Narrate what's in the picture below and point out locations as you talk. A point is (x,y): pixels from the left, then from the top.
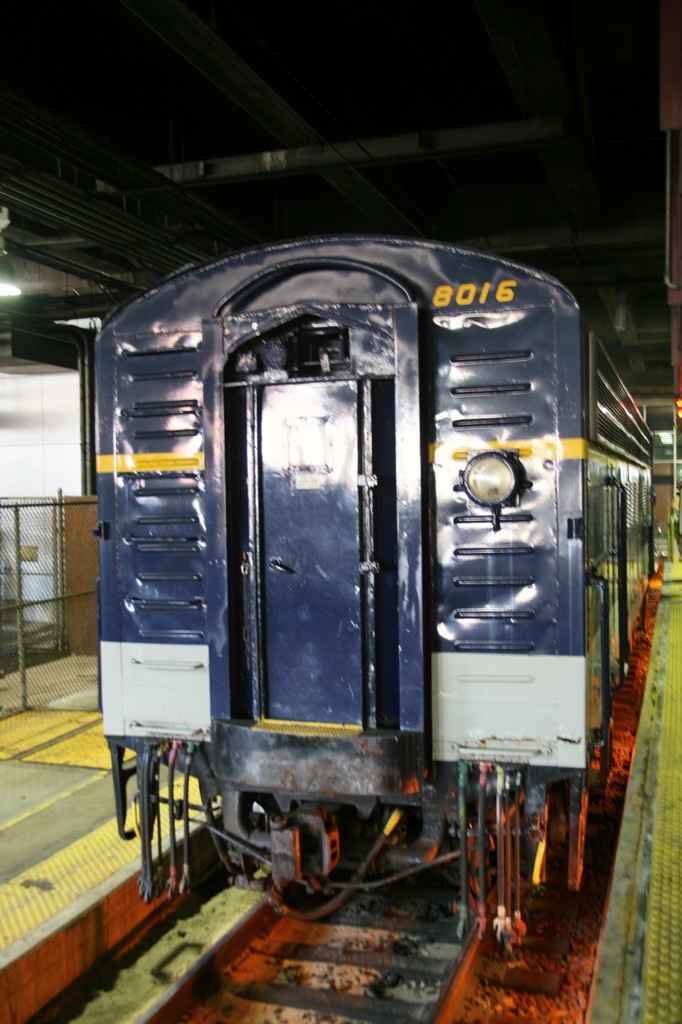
In the center of the image (365,437) we can see train (352,646) on the railway tracks (448,1006). On the right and left side of the image (55,844) we can see platforms (10,968).
